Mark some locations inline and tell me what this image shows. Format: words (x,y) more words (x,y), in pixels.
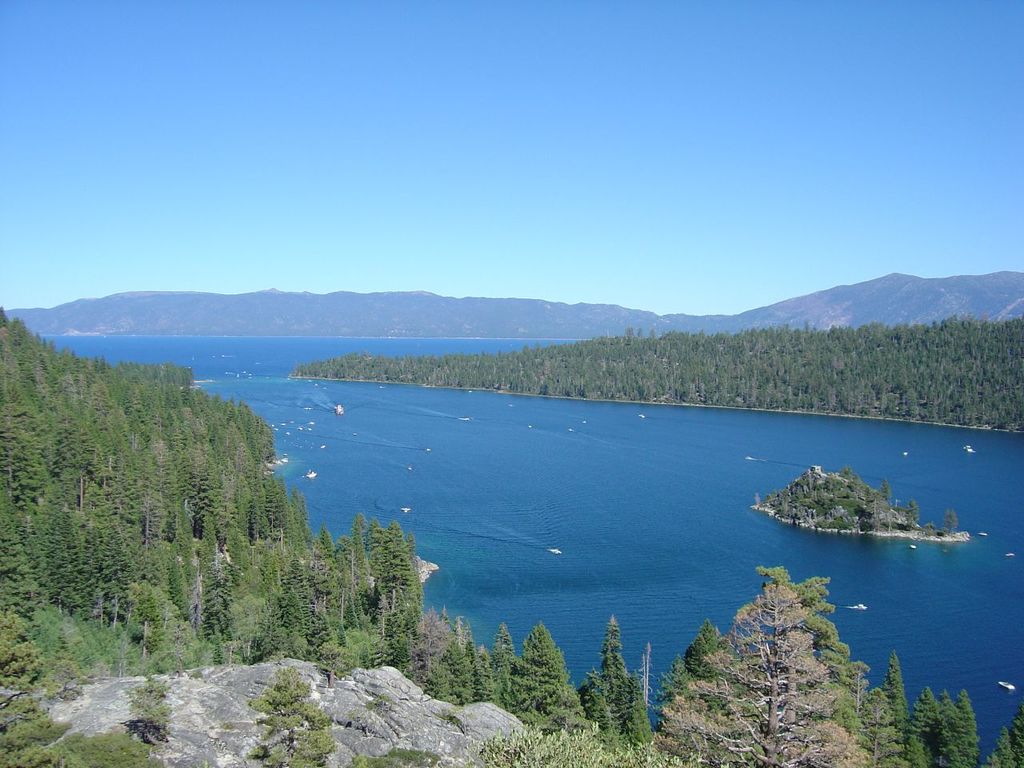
In this image I can see few trees (825,669) in green color and I can also see the water (637,440). In the background (307,285) I can see the mountains (301,319) and the sky (424,162) is in blue and white color.
